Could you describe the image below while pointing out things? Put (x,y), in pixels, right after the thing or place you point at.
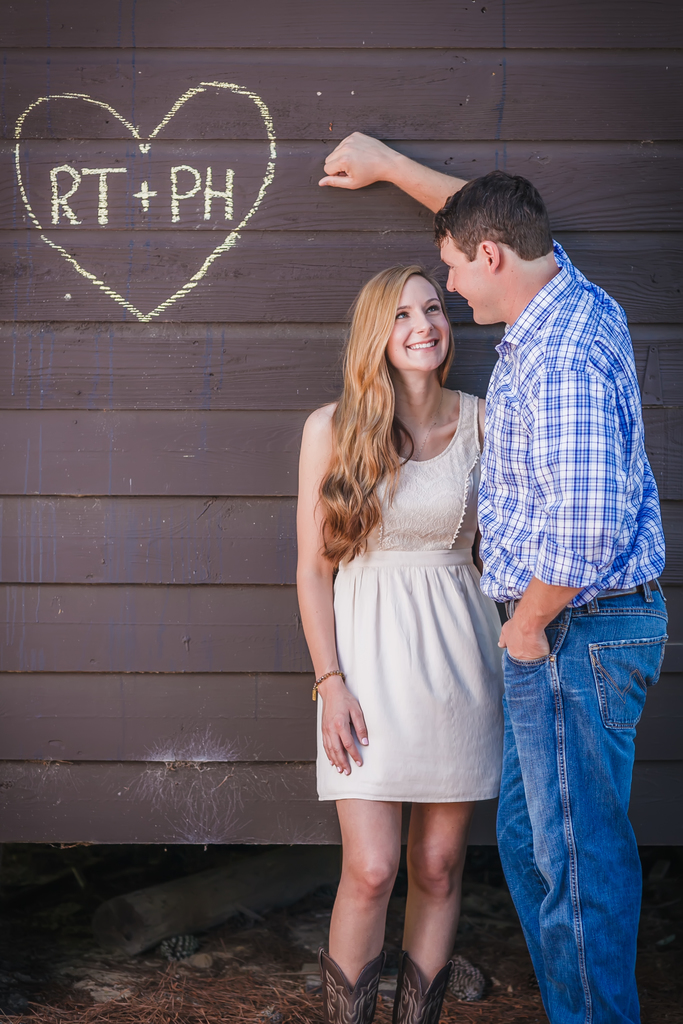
In this image we can see a couple (440,485) who are wearing blue color and white color dress (520,575) respectively standing near the wall (347,208) and the wall (226,357) is of brown color and there is some symbol (152,136) and some text (73,188) is written on it.
